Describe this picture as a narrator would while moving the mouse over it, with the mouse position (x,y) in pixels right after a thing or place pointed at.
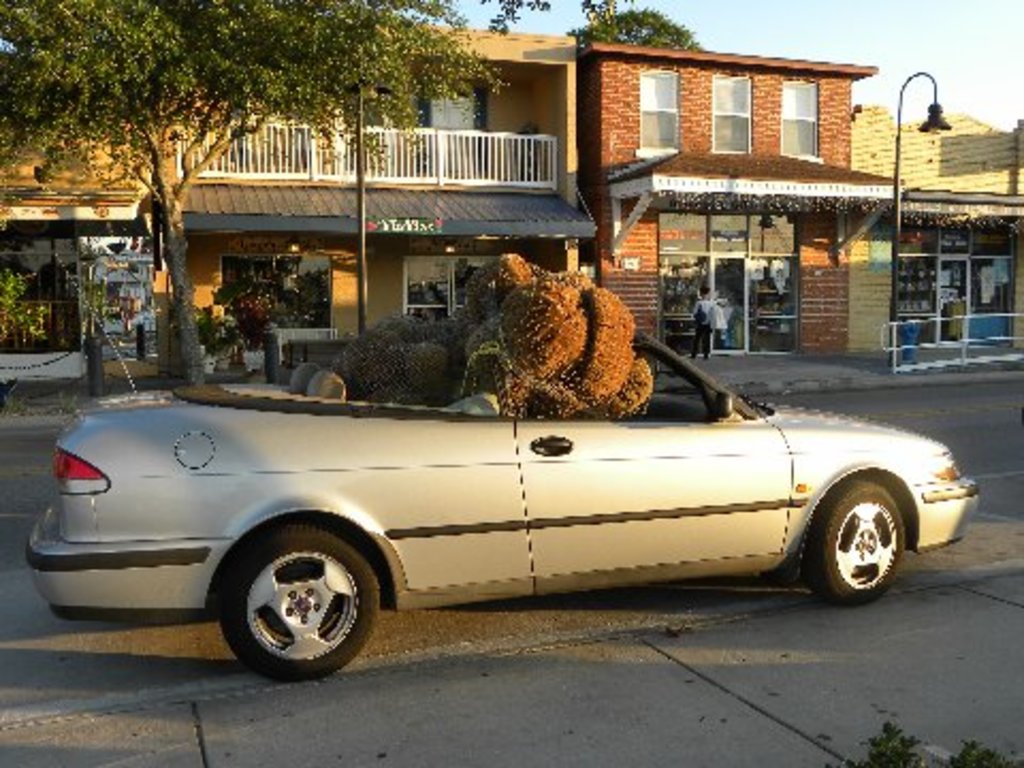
The picture is taken outside a city (304,433). In the foreground of the picture (462,482), on the road (965,569) there is a car (502,478). In the background (273,177) there are buildings (827,172), street lights (355,125), tree (166,236), plants (99,310), footpath (811,368), person (704,321) and railing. At the top (640,27) there is a tree (644,29).
